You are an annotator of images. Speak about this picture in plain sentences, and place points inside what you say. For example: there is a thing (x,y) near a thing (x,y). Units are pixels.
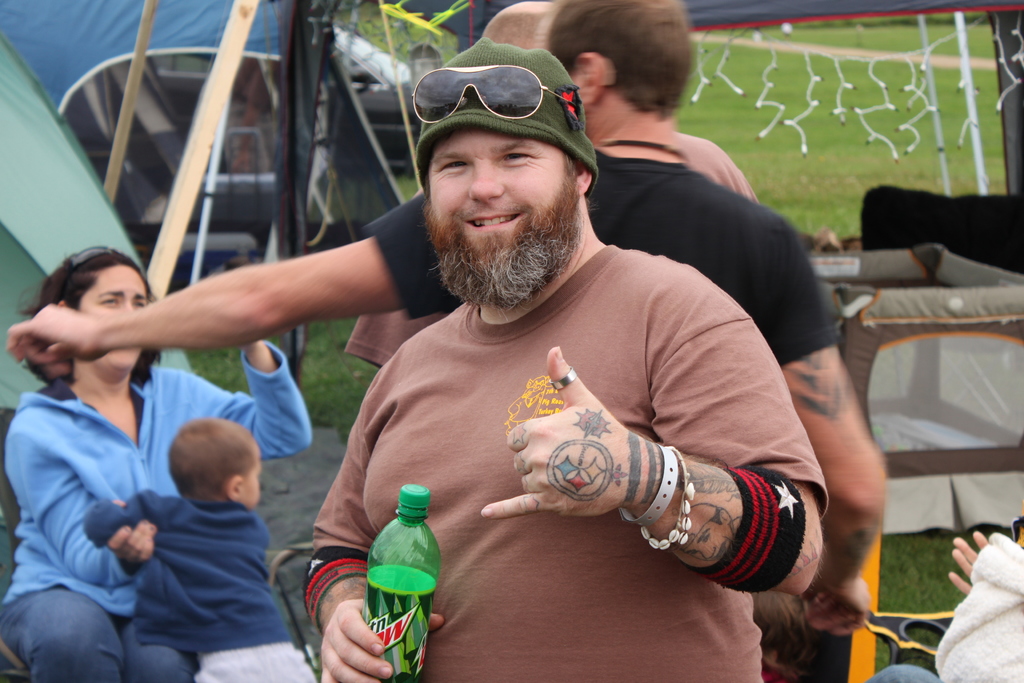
In the middle of the image (597,265) few people (844,388) are standing and holding something. Bottom left side of the image (42,631) a woman (73,286) is sitting and holding a baby (208,431). Behind her there are some tents (67,44).
